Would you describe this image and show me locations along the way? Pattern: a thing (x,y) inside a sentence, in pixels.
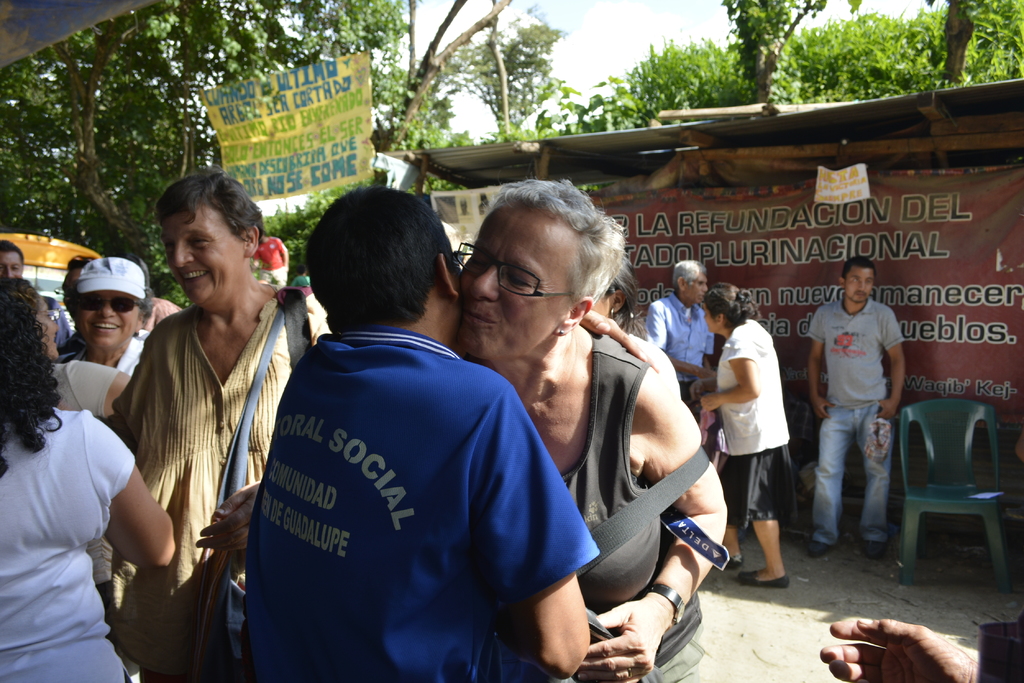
In this image, there are groups of people (210,361) standing. I can see two people (514,493) hugging each other. These are the banners (684,193). I can see a chair (948,465). At the bottom right side of the image (895,625), I can see a person's hand (948,658). These are the trees (462,73) with branches (510,73) and leaves (133,94). This is a kind of a shelter (681,148) with the roof (663,140).
